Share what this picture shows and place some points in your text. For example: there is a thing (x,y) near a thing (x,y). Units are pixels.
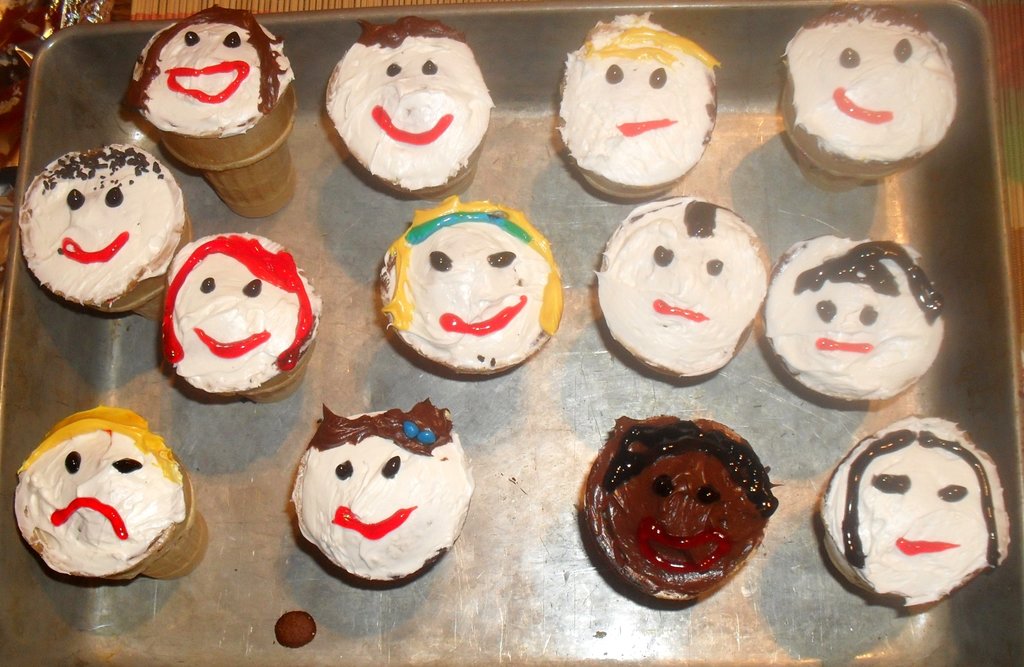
In the image there is a tray (28,599). In the tray (42,347) there are ice creams (902,386) with some designs (75,466) on it.
